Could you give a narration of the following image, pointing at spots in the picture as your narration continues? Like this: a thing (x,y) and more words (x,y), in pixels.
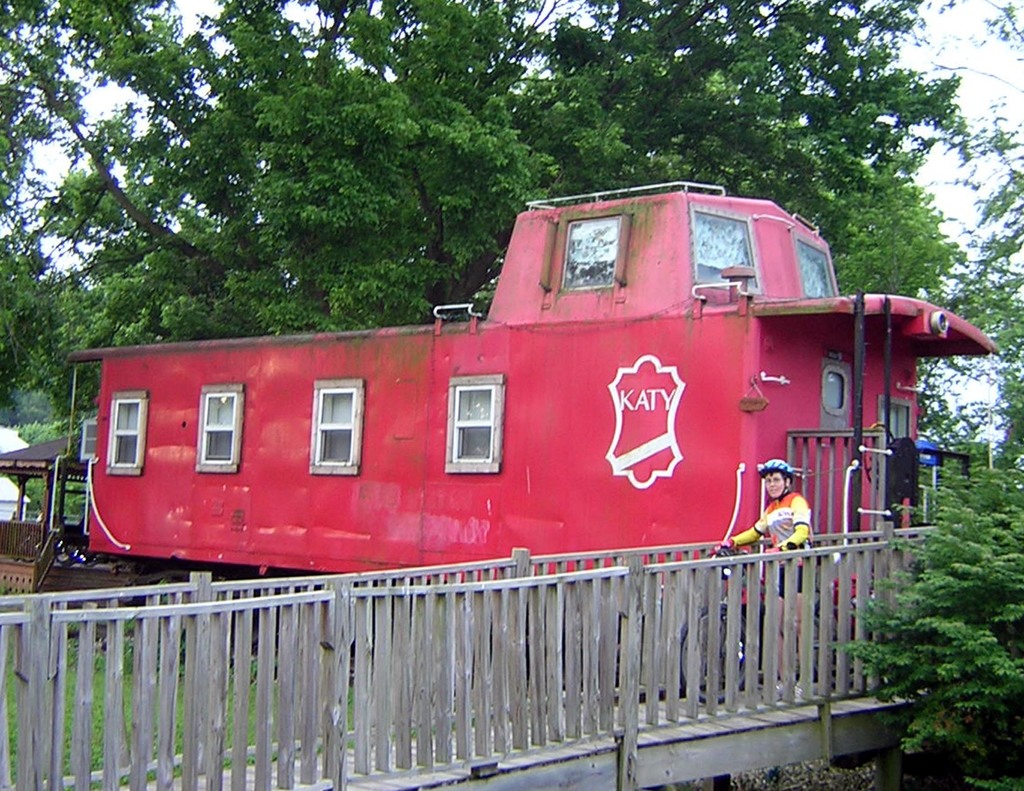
In this image there is a vehicle (687,519), person (798,592), railings (774,595), trees (327,10), grass (126,642), shelter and objects (89,435). Through the trees (105,128) the sky (1004,86) is visible.
